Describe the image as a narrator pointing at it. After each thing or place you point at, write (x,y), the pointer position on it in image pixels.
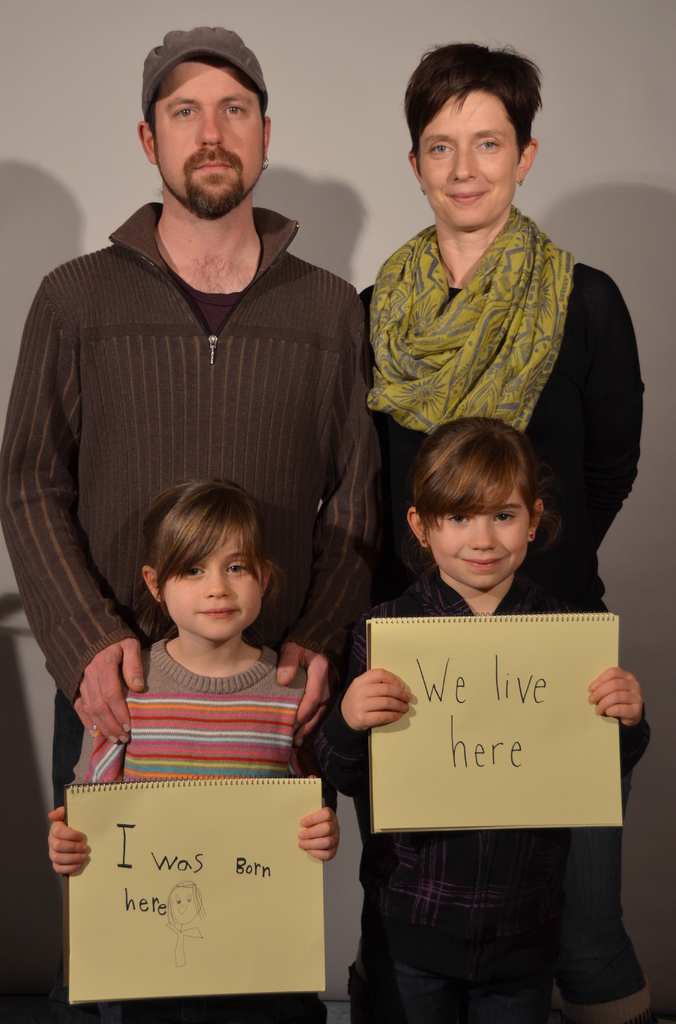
In the foreground of this picture (362,673) we can see the two girls (356,683) holding books (237,827) and standing. In the center (428,381) there is a person (494,278) and a man (249,336) standing and we can see the text (497,669) and a drawing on the books (442,759). In the background (331,49) there is a wall (334,230).
